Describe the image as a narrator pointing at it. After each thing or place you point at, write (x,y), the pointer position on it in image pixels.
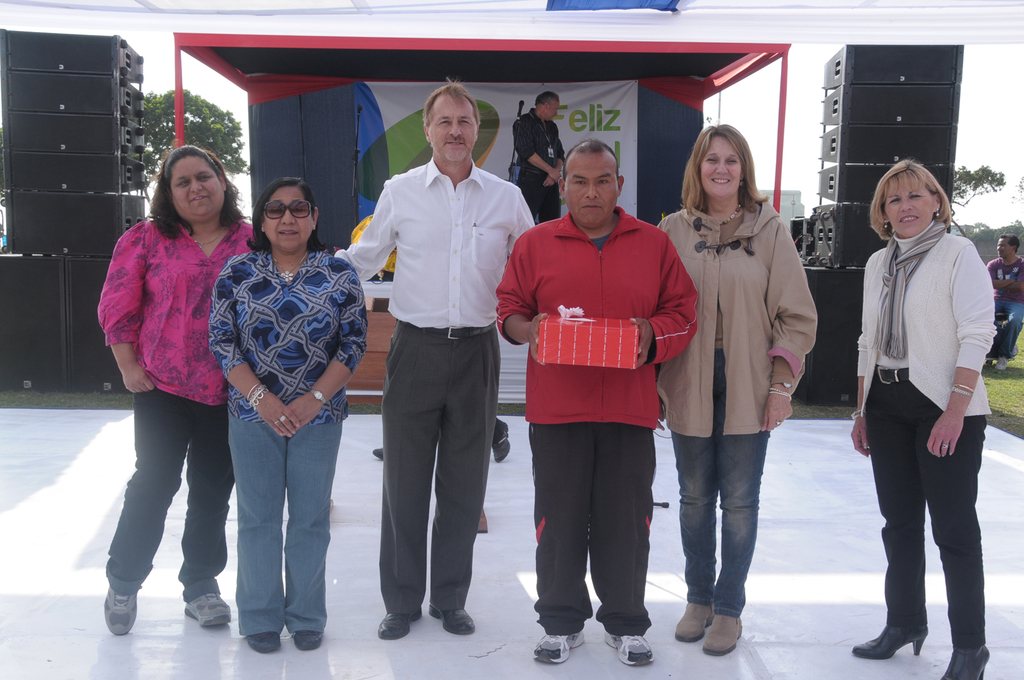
In the center of the image (616,284) we can see people (192,319) standing. The man (685,329) standing in the center (613,303) is holding a gift box (561,328) in his hand (545,316). In the background (701,113) there is a tent (666,133). We can see a person (553,138) standing in the tent (679,125). There is a mic (522,115) and we can see speakers (44,227). There are trees (214,145).
